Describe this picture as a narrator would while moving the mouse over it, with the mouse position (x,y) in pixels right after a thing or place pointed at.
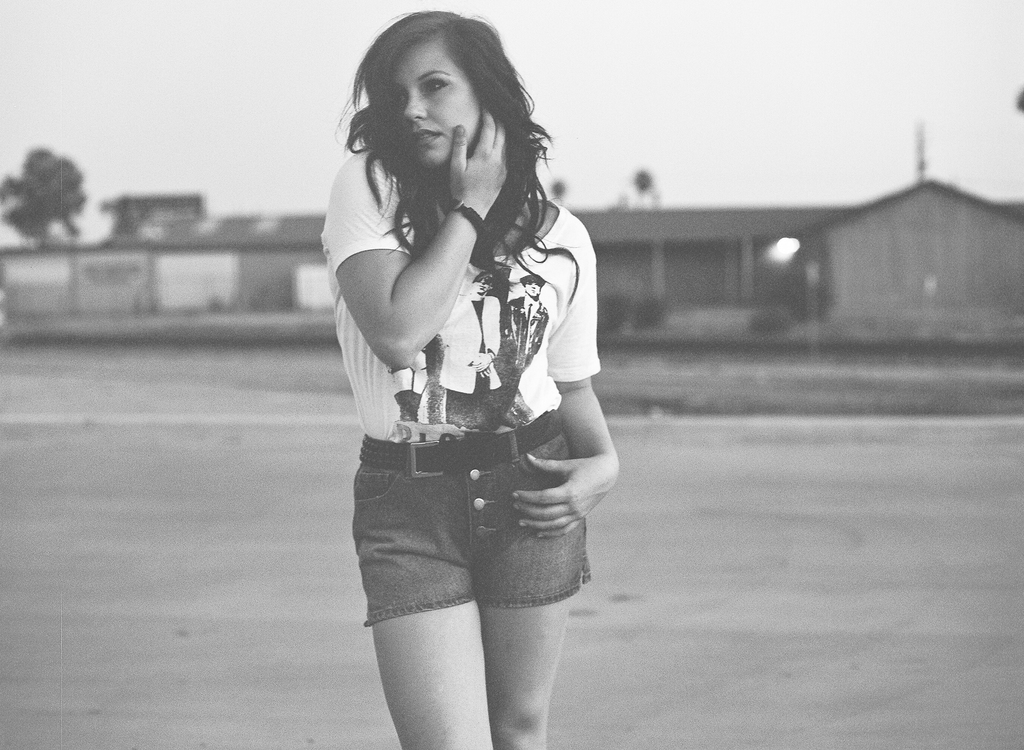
This is a black and white picture. Here we can see a woman (410,384). In the background (296,302) we can see a house (639,277), trees (643,191), and sky (263,116).
